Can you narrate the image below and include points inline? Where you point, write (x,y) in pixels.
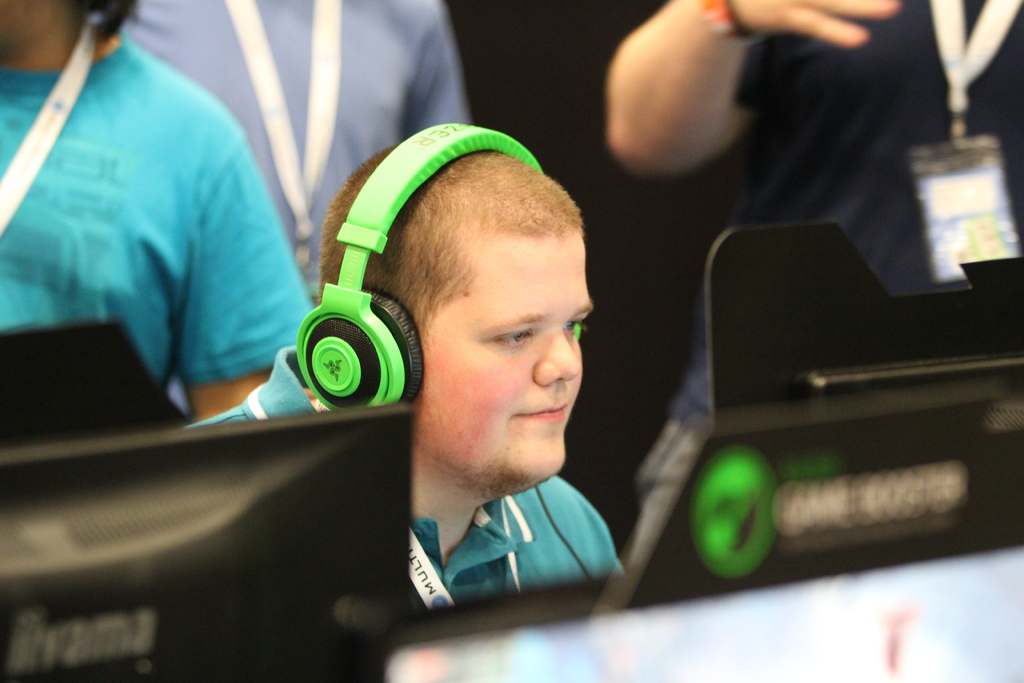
In this picture, we can see a few people (571,258), and a person (494,278) with headset (375,348) is highlighted, and we can see some objects (974,522) in the bottom side of the picture (757,549).
